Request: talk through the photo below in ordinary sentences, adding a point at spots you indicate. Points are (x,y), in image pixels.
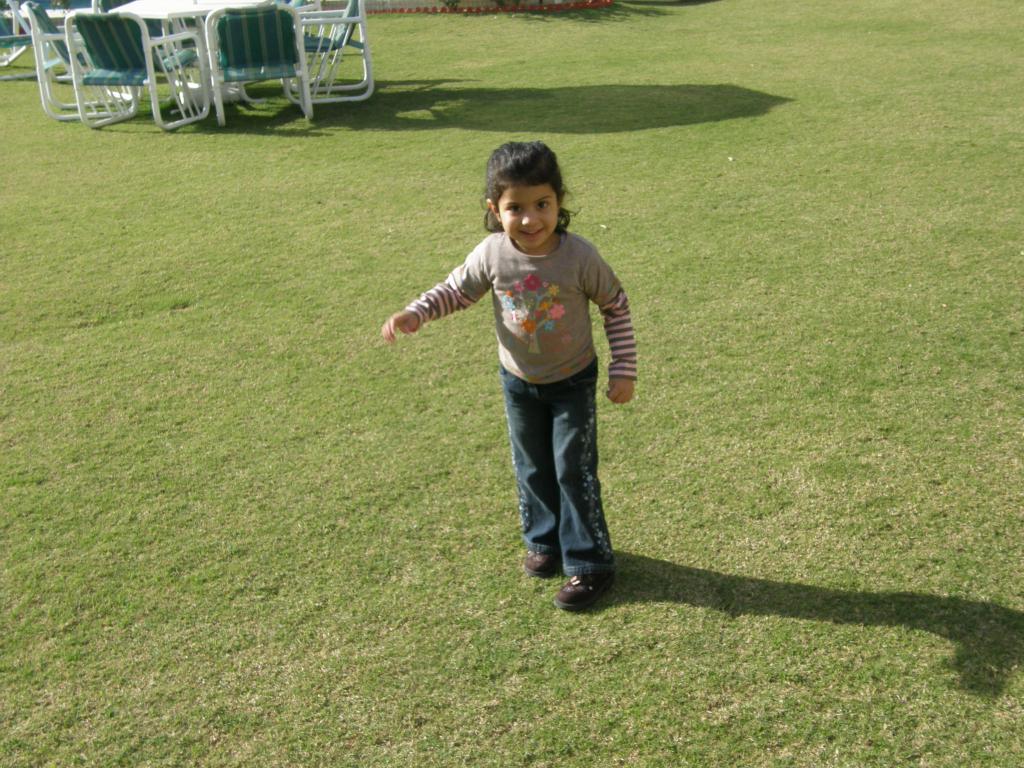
In this picture we can see a child (568,603) standing on the grass (623,602) and smiling and in the background (94,76) we can see chairs (56,40) and a table (195,6).
